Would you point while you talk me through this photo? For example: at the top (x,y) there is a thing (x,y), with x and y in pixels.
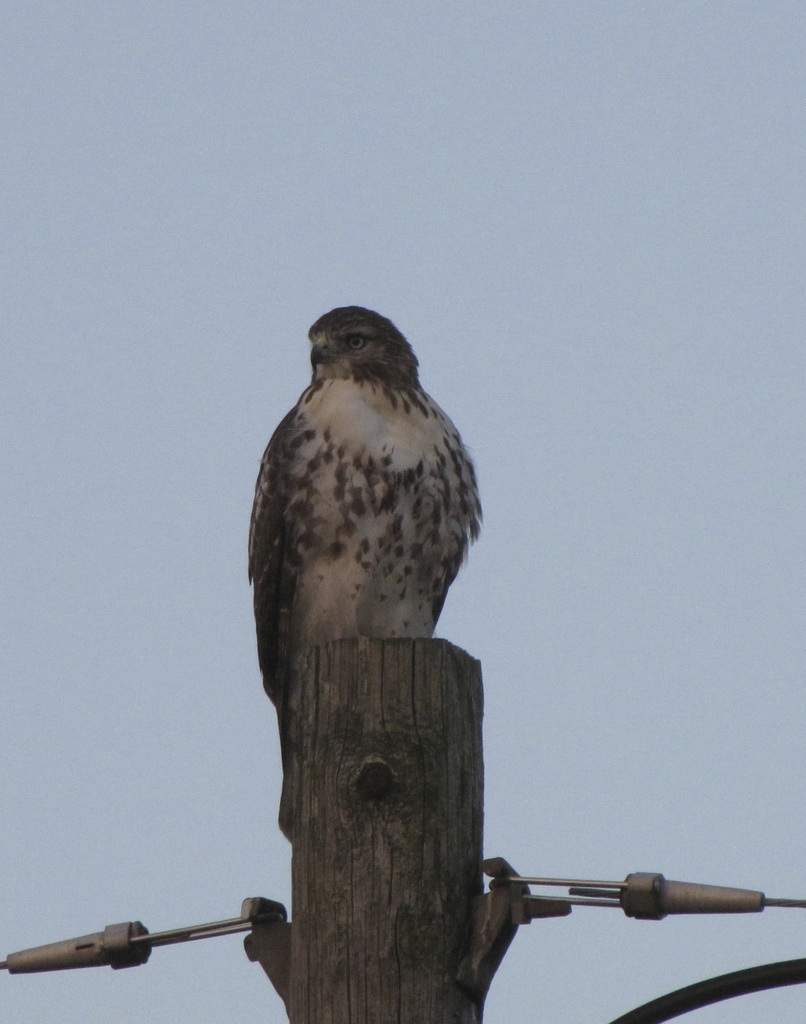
In this picture there is a bird (381,406) on the pole (303,789) and there are objects (776,905) on the pole (391,899). At the top (399,204) there is sky (399,204).
